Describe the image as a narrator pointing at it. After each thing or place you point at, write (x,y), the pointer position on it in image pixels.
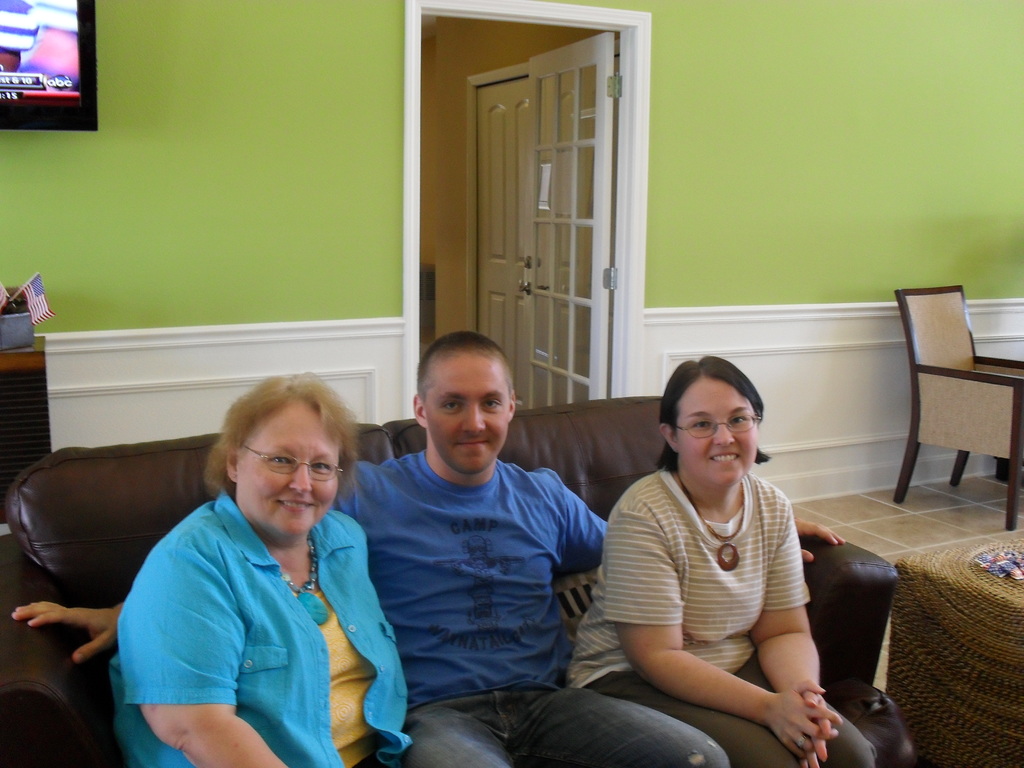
At the bottom (868,559) three persons (844,745) are sitting on the sofa (82,539). The background walls (187,269) are green and white in color. In the middle (561,371) a door (576,335) is visible. In the left top (68,16) a monitor (91,48) is visible. In the middle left a table (26,413) is visible on which flag (27,305) and box (19,338) is there. On the right middle (948,443) a chair (922,413) is visible. This image is taken inside a room (617,462) during day time.
